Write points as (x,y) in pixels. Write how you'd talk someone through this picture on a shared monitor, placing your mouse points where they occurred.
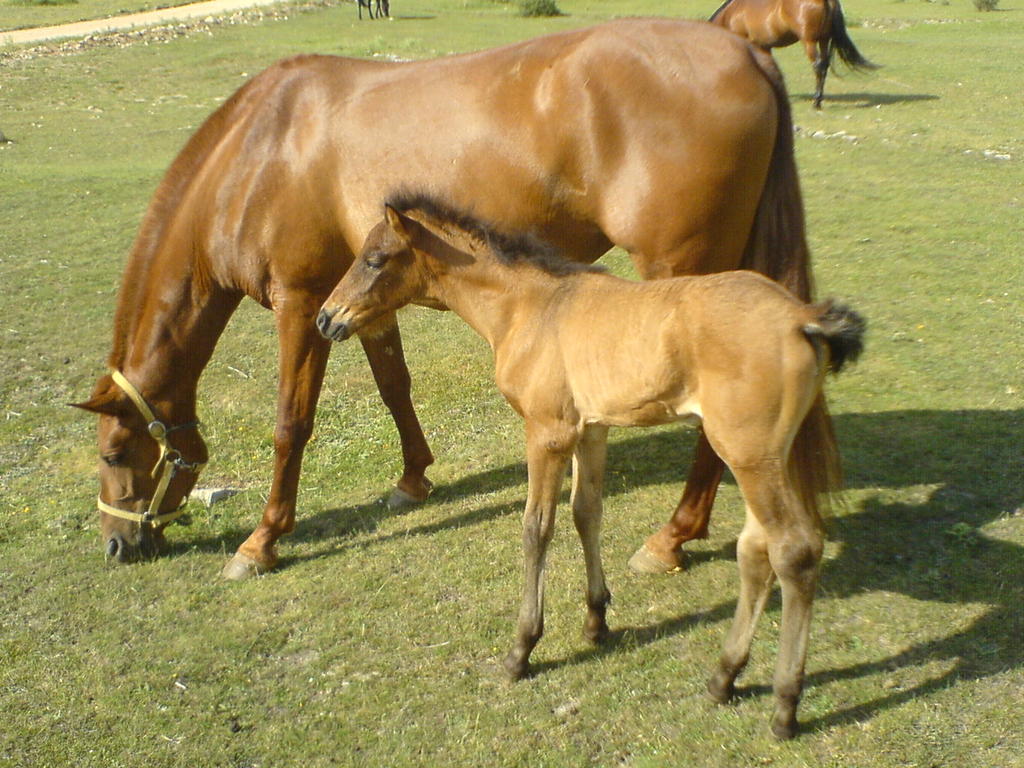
In this picture there is a horse (497,217) and a pony (511,274) in the center of the image (362,284) on the grassland (605,261) and there is another horse (786,8) at the top side of the image (786,8).
